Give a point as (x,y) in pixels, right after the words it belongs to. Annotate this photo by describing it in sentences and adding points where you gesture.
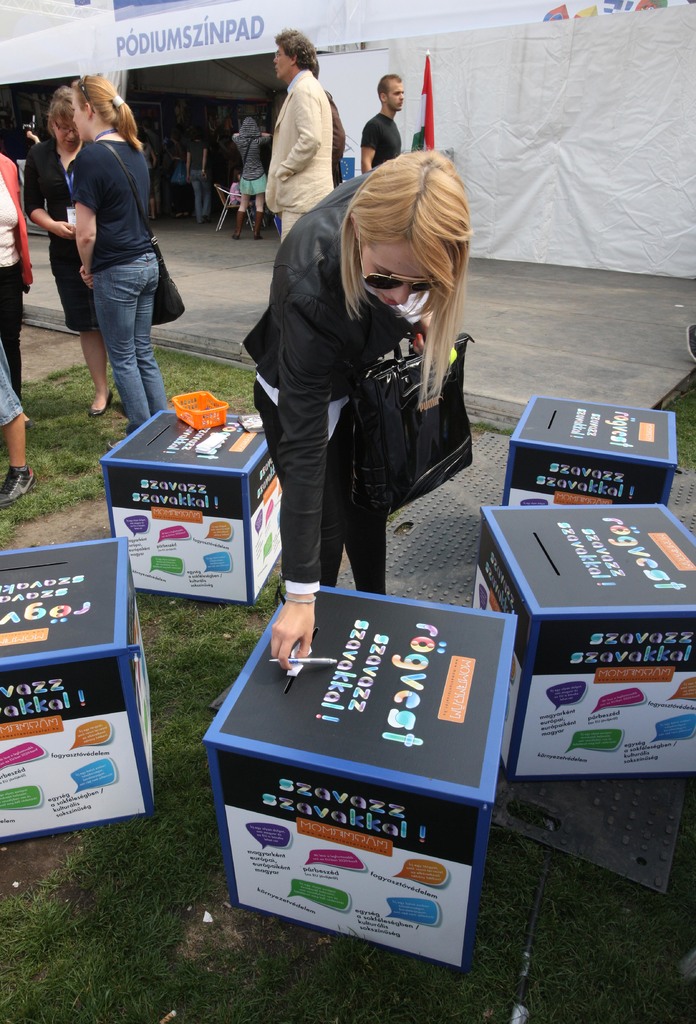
In the image there is blond haired woman (352,273) in black dress (319,304) keeping a paper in a box (335,699), in the back (72,286) there are few people (137,247) standing in front of a tent (412,14).
